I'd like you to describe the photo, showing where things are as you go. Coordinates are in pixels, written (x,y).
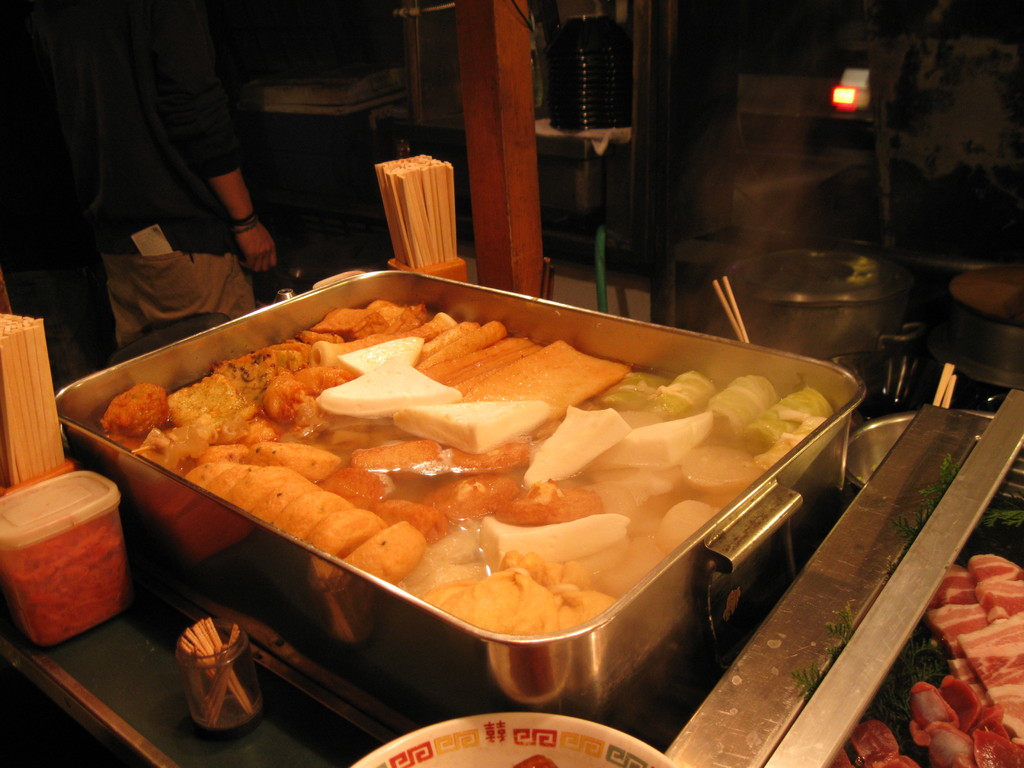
In this picture we can see a steel bowl (486,315) in the front (509,620), there is some food (511,598) and water (473,533) present in the bowl (147,488), on the left side (98,564) there is a box (99,566) and chopsticks (45,399), in the background (232,245) there is a person (177,160) standing, on the right side (965,370) we can see some food (999,680) and bowls (859,291), there is a dark background (742,68).
